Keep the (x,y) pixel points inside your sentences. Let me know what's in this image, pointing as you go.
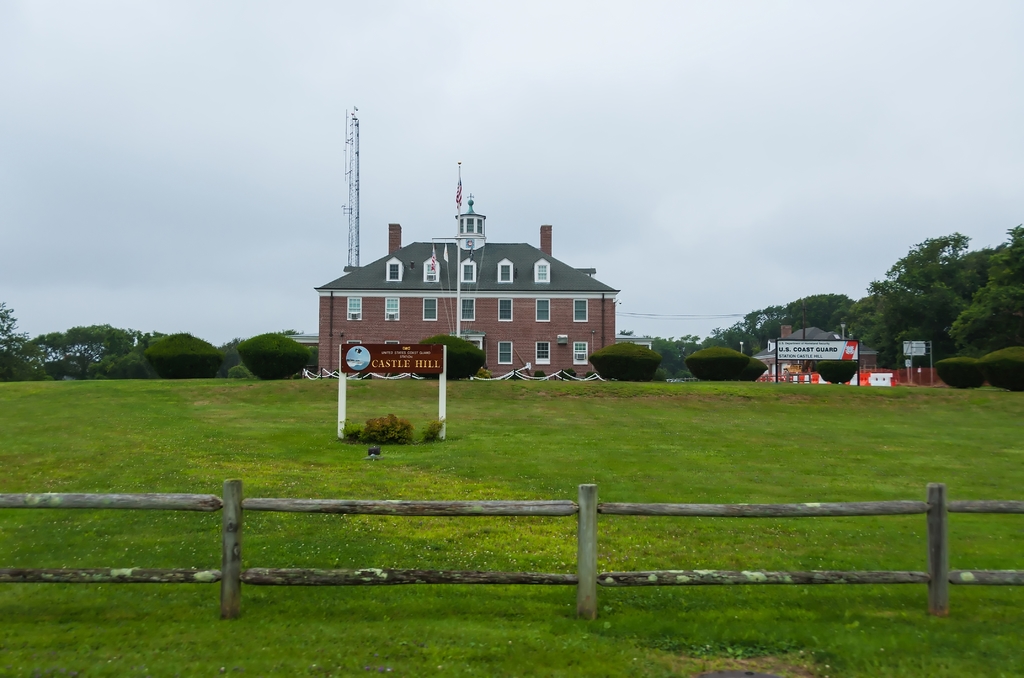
In this image I can see the grass (548,466). In the background (196,366), I can see the trees (455,371), a building (440,333) and the sky (751,169).
